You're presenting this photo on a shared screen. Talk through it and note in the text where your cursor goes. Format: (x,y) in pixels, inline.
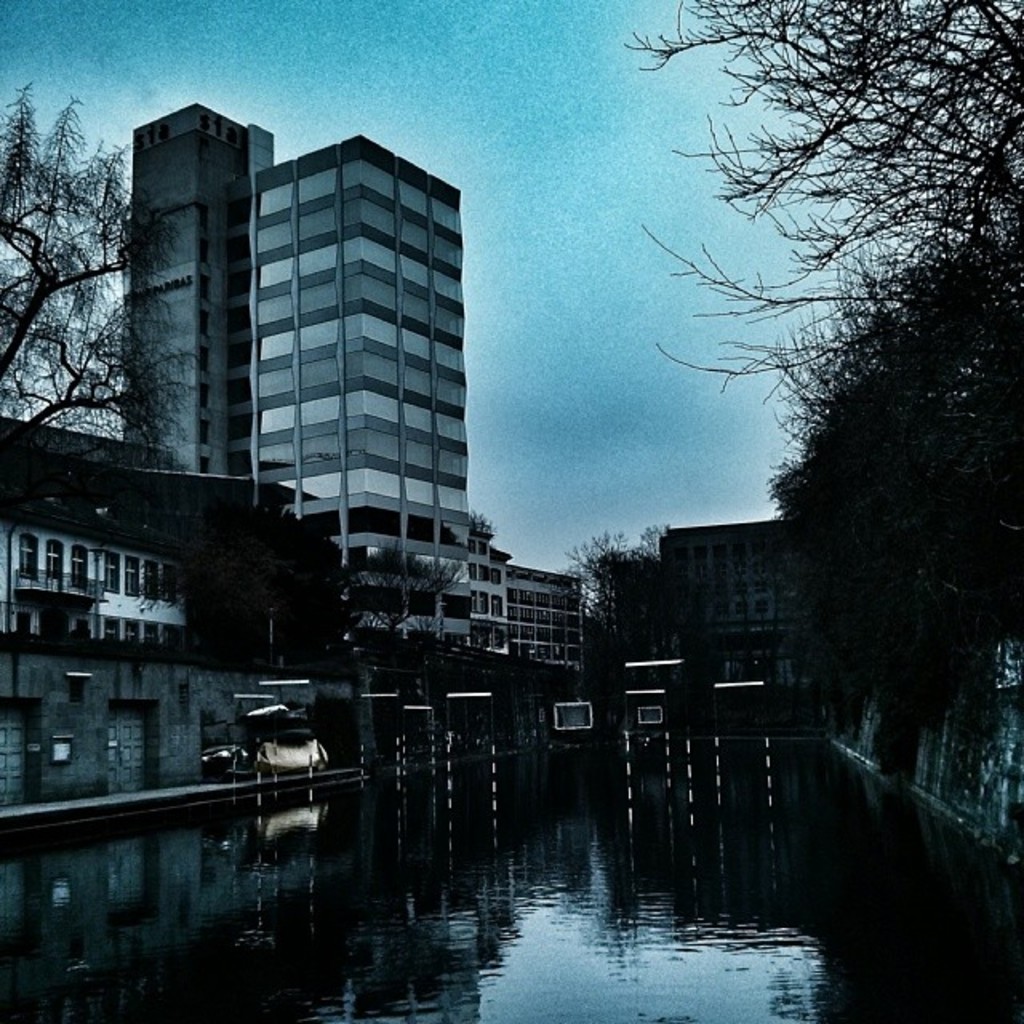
We can see water (482,849), lights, trees (1021,215) and buildings (319,472). In the background (581,321) we can see sky (582,408).
